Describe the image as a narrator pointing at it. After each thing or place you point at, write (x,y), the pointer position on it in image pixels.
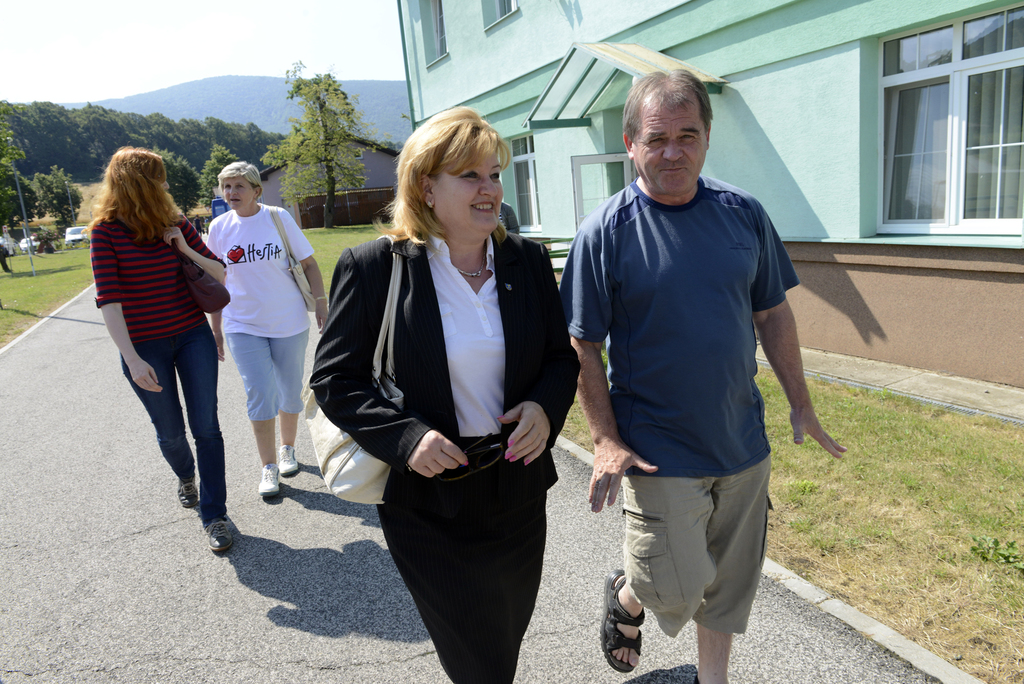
This picture shows few people (251,182) walking and we see three women (236,340) wore handbags (308,308) and we see couple of buildings (1011,311) and few trees (216,141). We see cars (24,240) parked and grass (27,299) on the ground (27,299) and a clear sky (216,74).
